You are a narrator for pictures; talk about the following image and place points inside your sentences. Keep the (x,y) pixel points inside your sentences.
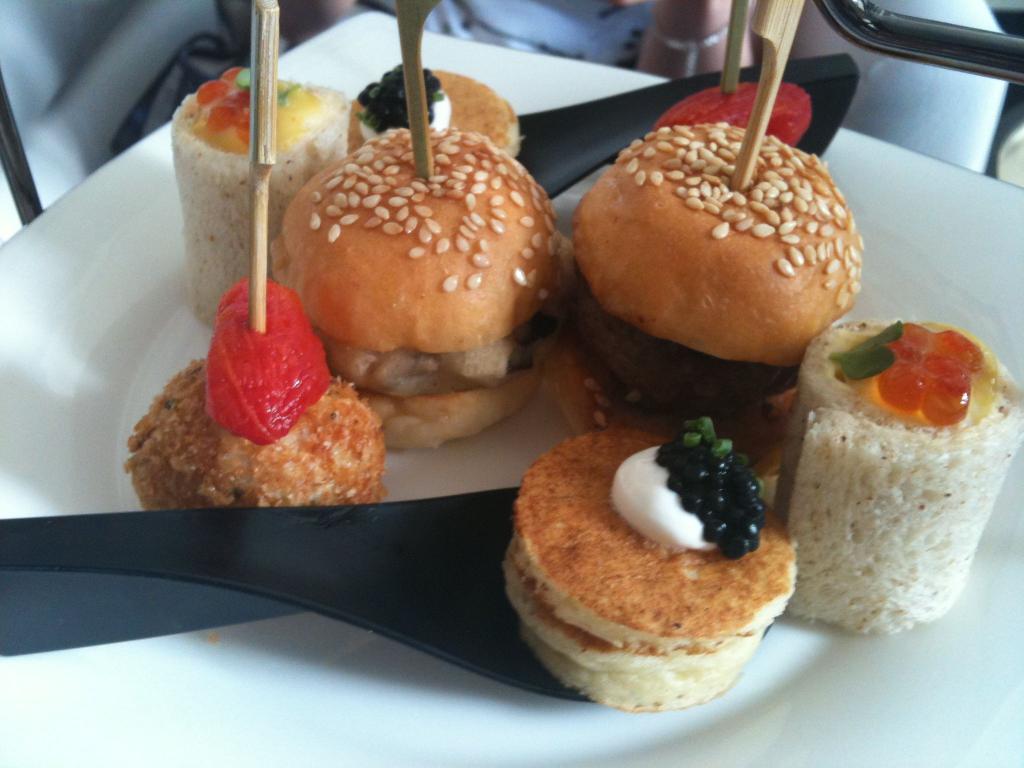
In this image I can see food (899,545) in the plate (523,453). The food (719,173) is in brown, red, white and black color and the plate (312,675) is in white color. I can also see a spoon (290,596) which is in black color.
